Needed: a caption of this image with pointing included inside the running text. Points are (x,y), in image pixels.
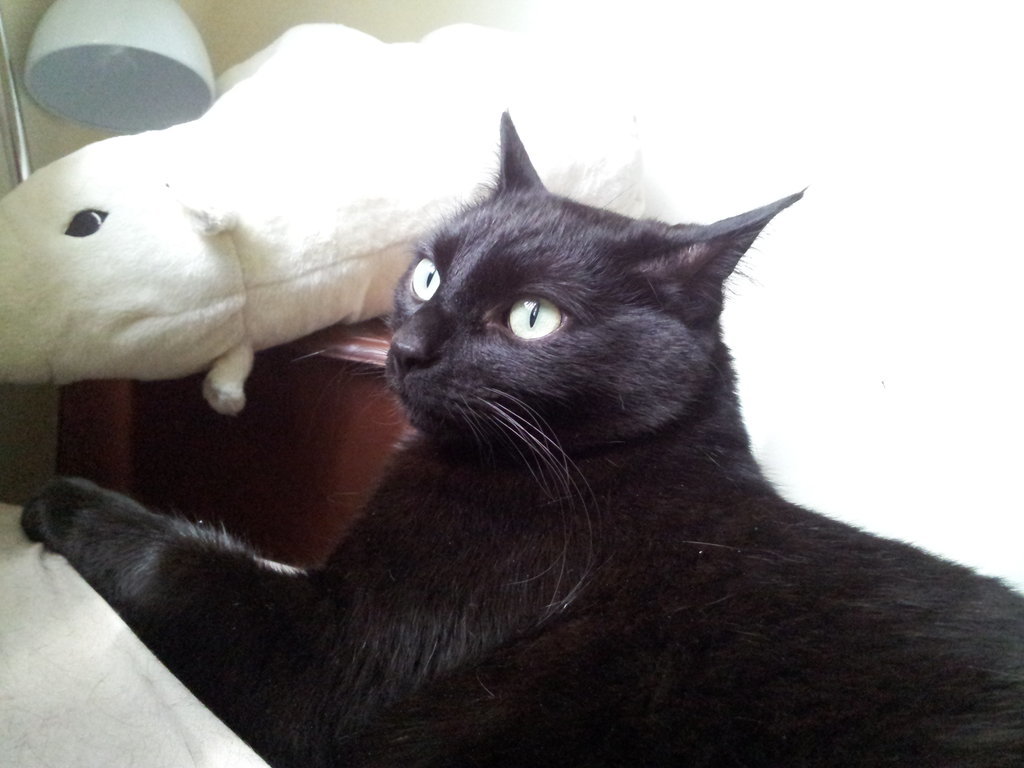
In this image there is a cat (390,659). Left bottom there is a cloth (113,723). There is a toy (200,173) on the table (271,408). Left top there is a lamp (140,55). Background (226,12) there is a wall (397,40).
